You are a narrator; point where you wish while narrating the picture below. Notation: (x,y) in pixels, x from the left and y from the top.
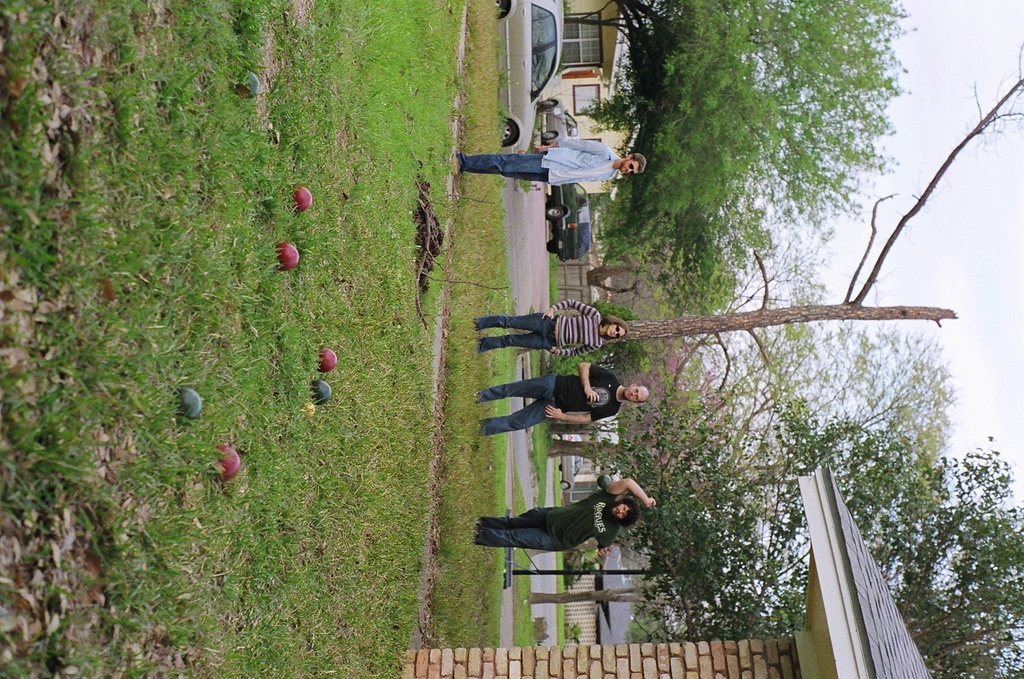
In this image I can see group of people (607,334) standing. In front (208,271) I can see few balls (230,469) in multi color, grass (213,441) in green color, background (521,45) I can see few vehicles (510,53), few buildings (583,123) in cream and brown color, trees (648,417) in green color and the sky (919,236) is in white color.
